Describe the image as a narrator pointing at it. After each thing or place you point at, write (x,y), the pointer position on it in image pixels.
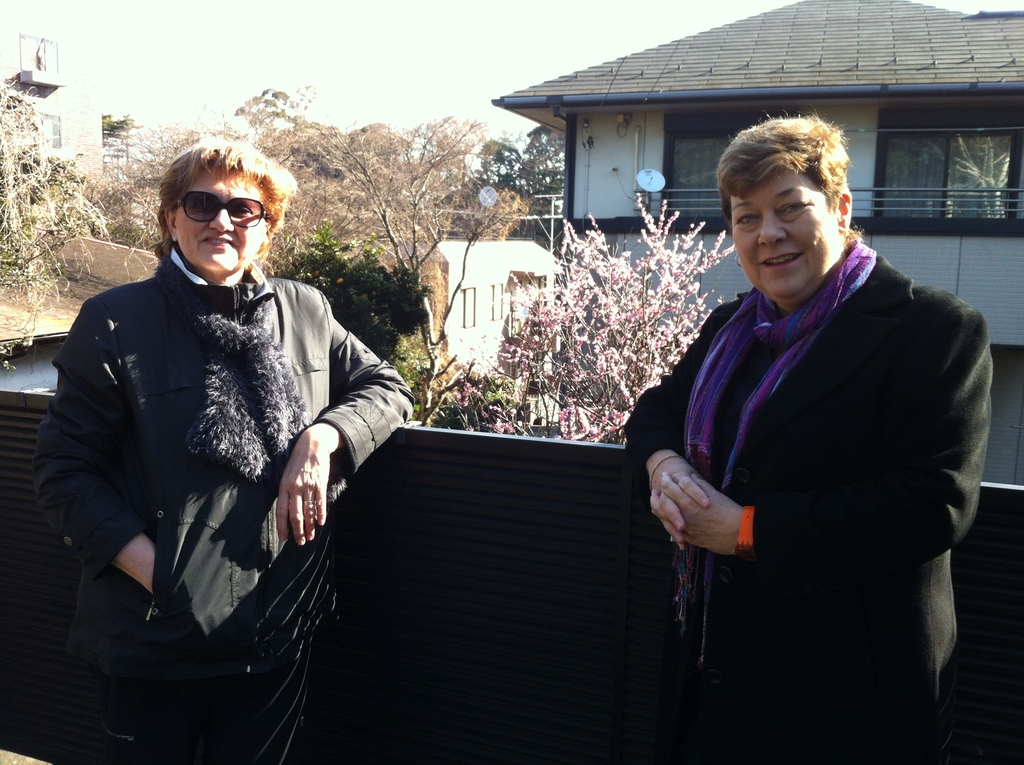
Here I can see two persons (209,517) standing, leaning to a gate (406,531), smiling and giving pose for the picture. In the background (592,109) there are buildings (823,110) and trees (447,160). At the top of the image (346,58) I can see the sky (259,60).
